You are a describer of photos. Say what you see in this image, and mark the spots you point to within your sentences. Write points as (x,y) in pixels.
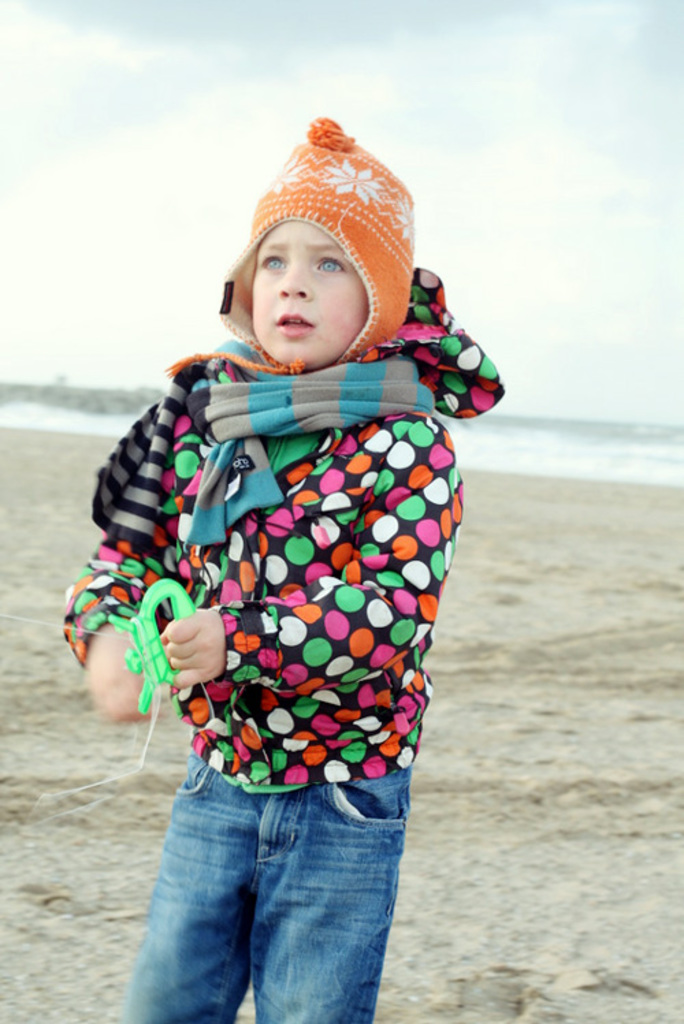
In this picture we can see a boy (234,993) wore a cap (398,258) and standing on the ground (72,900) and in the background (104,272) we can see the sky (80,230) with clouds (456,110).
